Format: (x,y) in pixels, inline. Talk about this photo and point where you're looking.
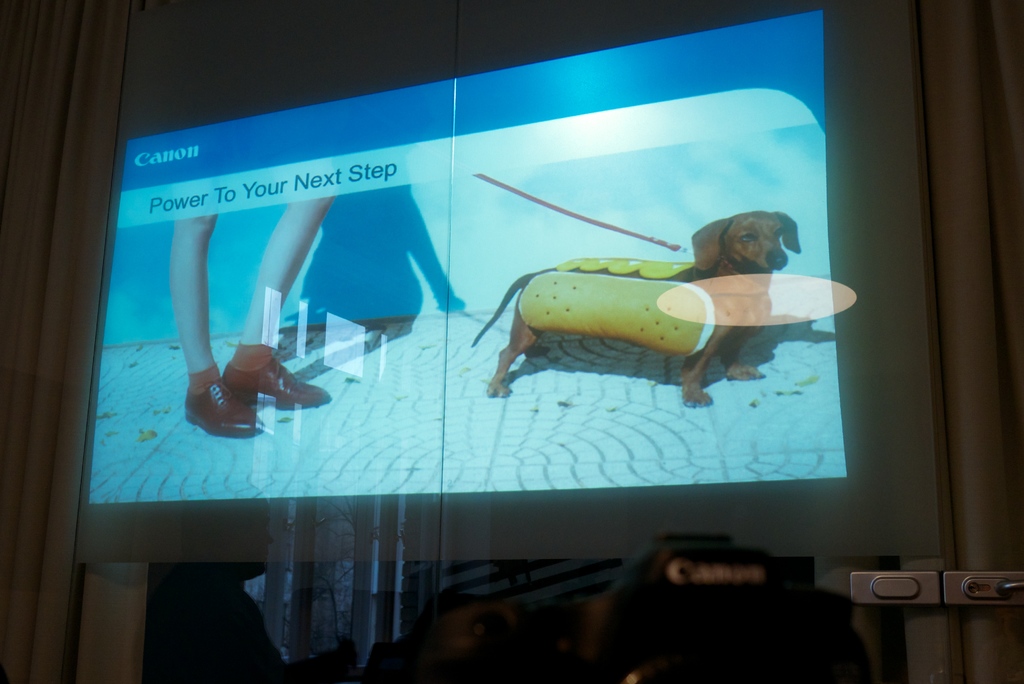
In this image we can see a screen (282,204) with some text (187,201). On the screen (225,219) we can see legs (191,353) of person (249,323) and a dog (616,301) with belt (640,232). Near to the screen (621,252) we can see a person (261,636). Also there are curtains (114,122) on the sides of the screen (674,0).
